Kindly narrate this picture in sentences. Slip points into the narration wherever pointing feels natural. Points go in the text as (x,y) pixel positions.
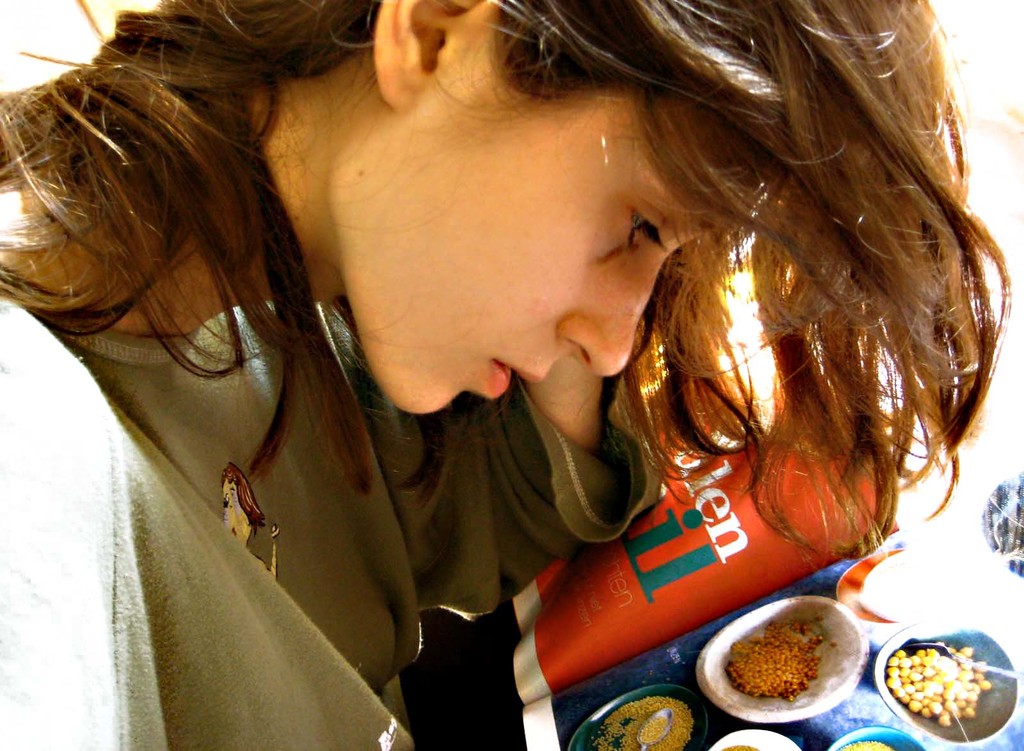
In this picture there is a girl (212,168) in the center of the image (585,394), there is a pamphlet (750,562) in front of her.
